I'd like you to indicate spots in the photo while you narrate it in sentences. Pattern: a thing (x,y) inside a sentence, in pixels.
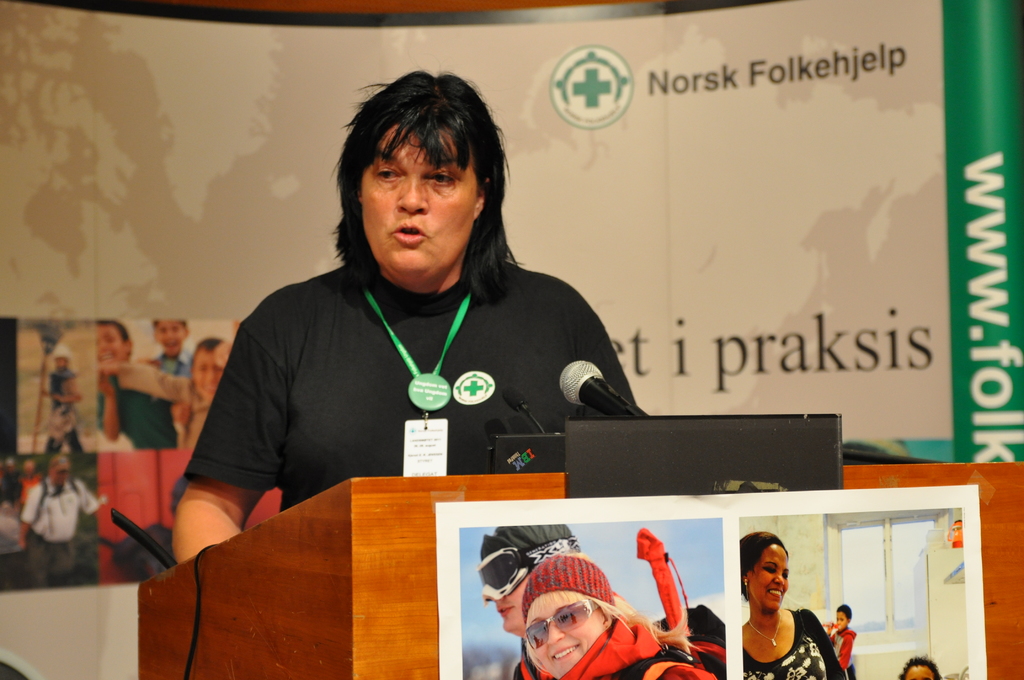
In this picture i can see a woman (498,409) standing at a podium (237,647) and we see a microphone (635,406) and we see posters (660,574) on the podium (246,675) and a advertisement board (675,293) on the back (950,259).
